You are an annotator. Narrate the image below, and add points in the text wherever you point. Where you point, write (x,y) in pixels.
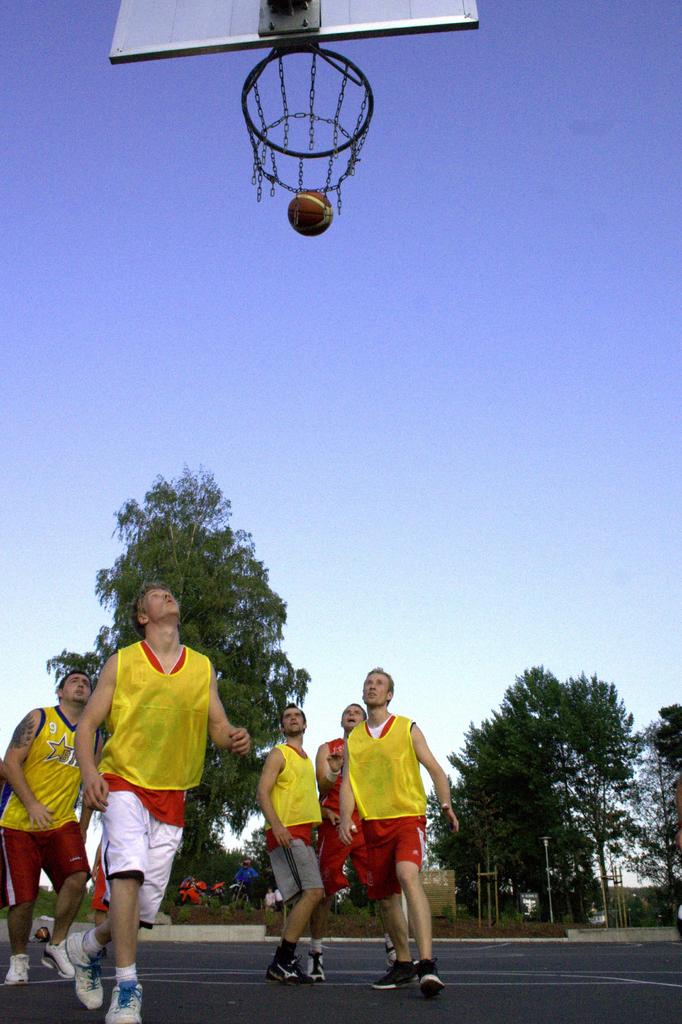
In this image we can see few people (351,735). In the background (552,816) there are trees (538,821). Also there is a basketball net (262,111) and a ball (299,229). In the background (324,302) there is sky (531,497).
